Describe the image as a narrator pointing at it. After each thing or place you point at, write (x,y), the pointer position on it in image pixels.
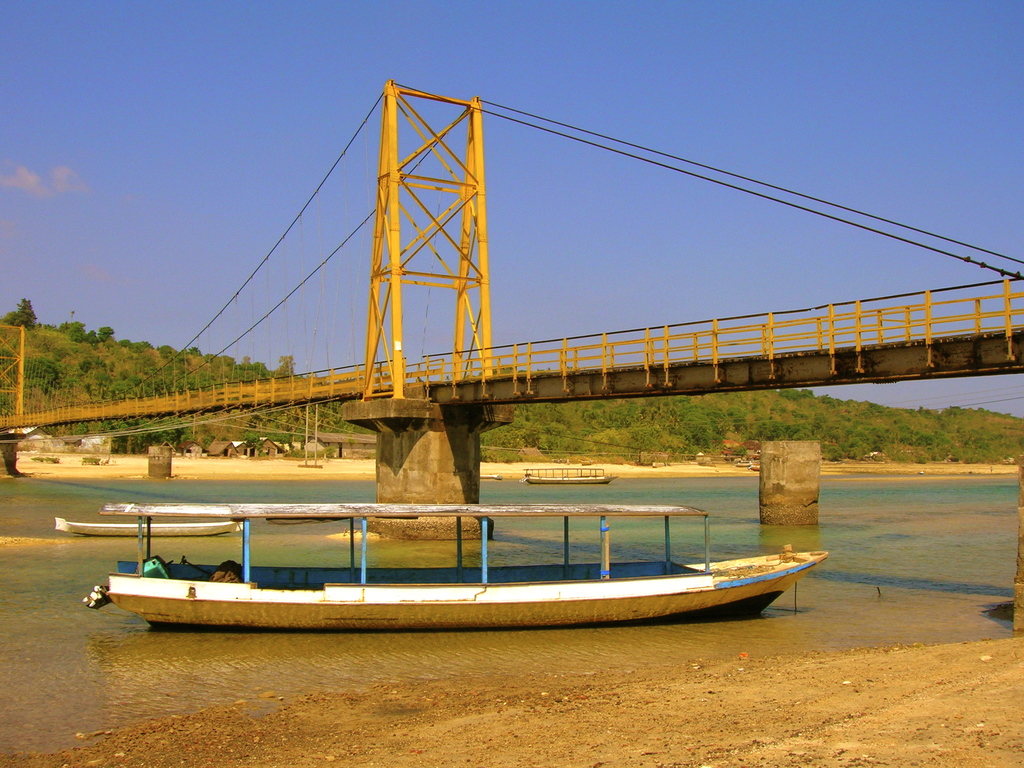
In this image there is a boat (501,508) on a river (428,557) and there a bridge (164,398) across the river (509,526) in the background (552,432) there are trees (641,414) and a blue sky (868,105).
